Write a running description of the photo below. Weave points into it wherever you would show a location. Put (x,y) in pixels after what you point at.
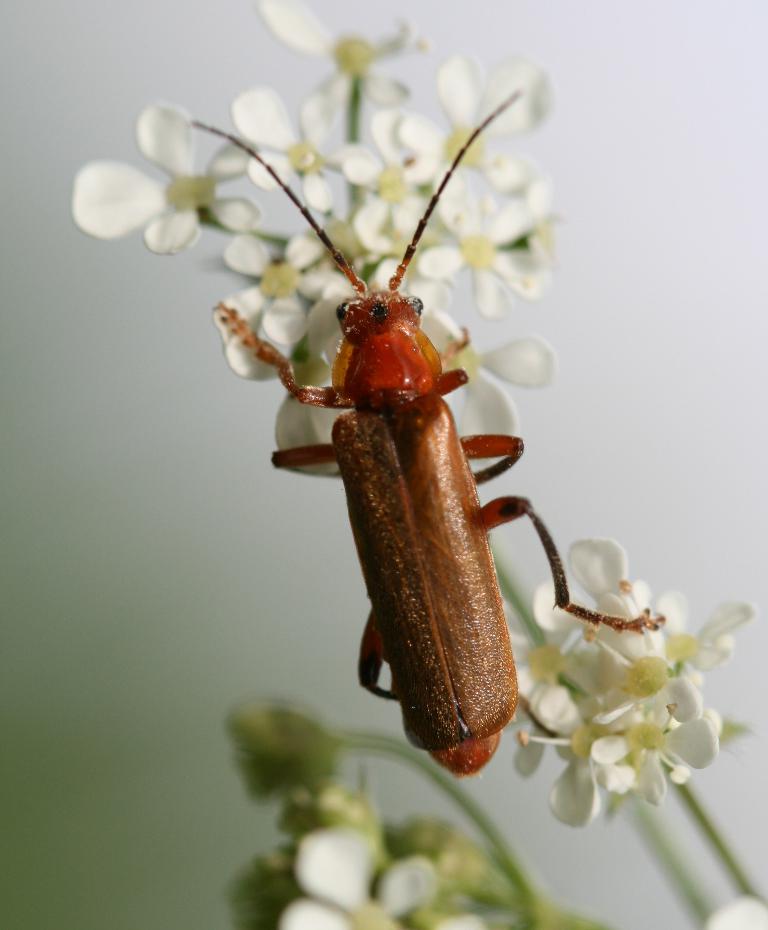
In this image, we can see a soldier beetle (380,533) on the flowers (347,236). Here we can see stems (703,822). Background (84,300) there is a grey-green blur (255,422).
